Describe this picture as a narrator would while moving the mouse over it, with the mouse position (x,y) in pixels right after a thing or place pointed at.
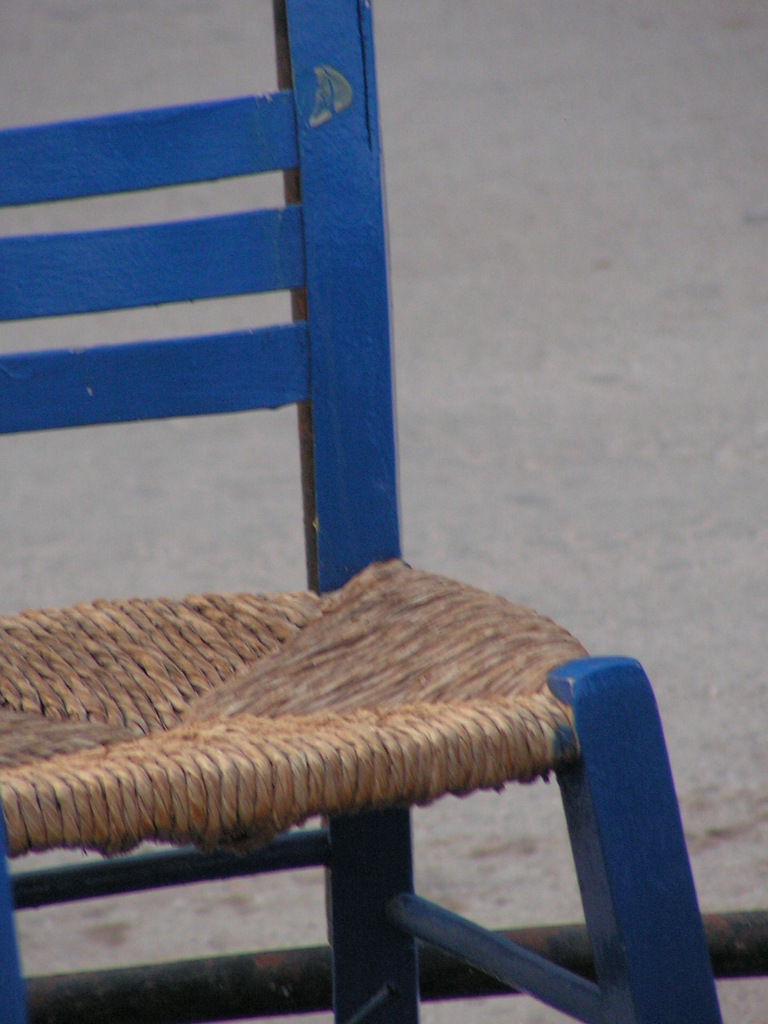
In this image we can see a chair (404,590) which is truncated. There is a grey color background (641,339).
